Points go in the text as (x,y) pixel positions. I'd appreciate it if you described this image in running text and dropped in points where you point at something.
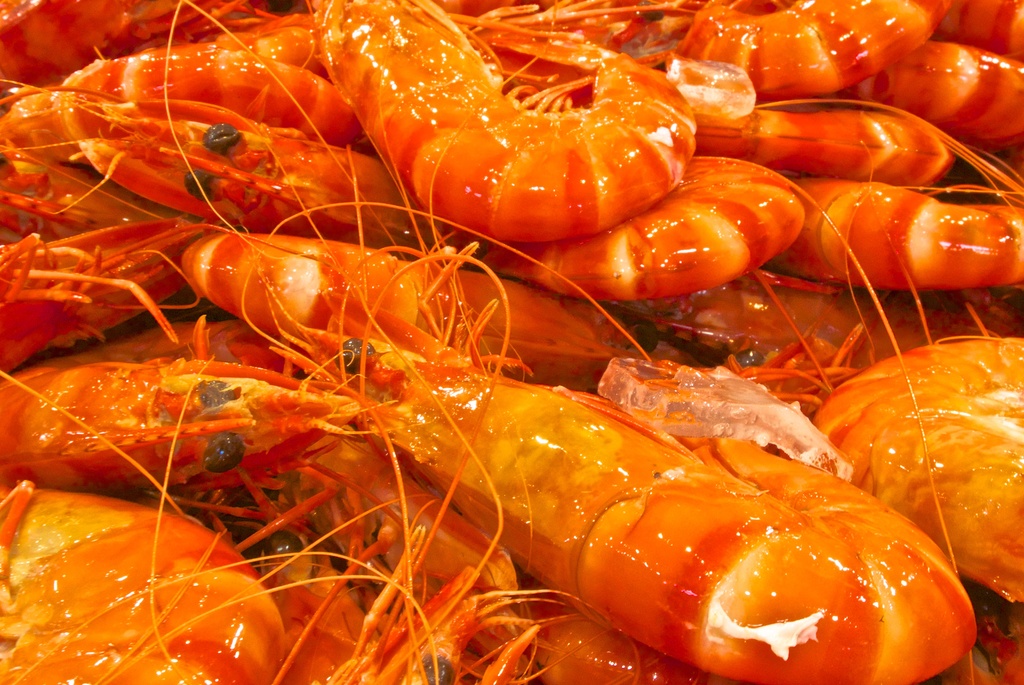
In this image we can see sea food (489,181) which is orange in color.
